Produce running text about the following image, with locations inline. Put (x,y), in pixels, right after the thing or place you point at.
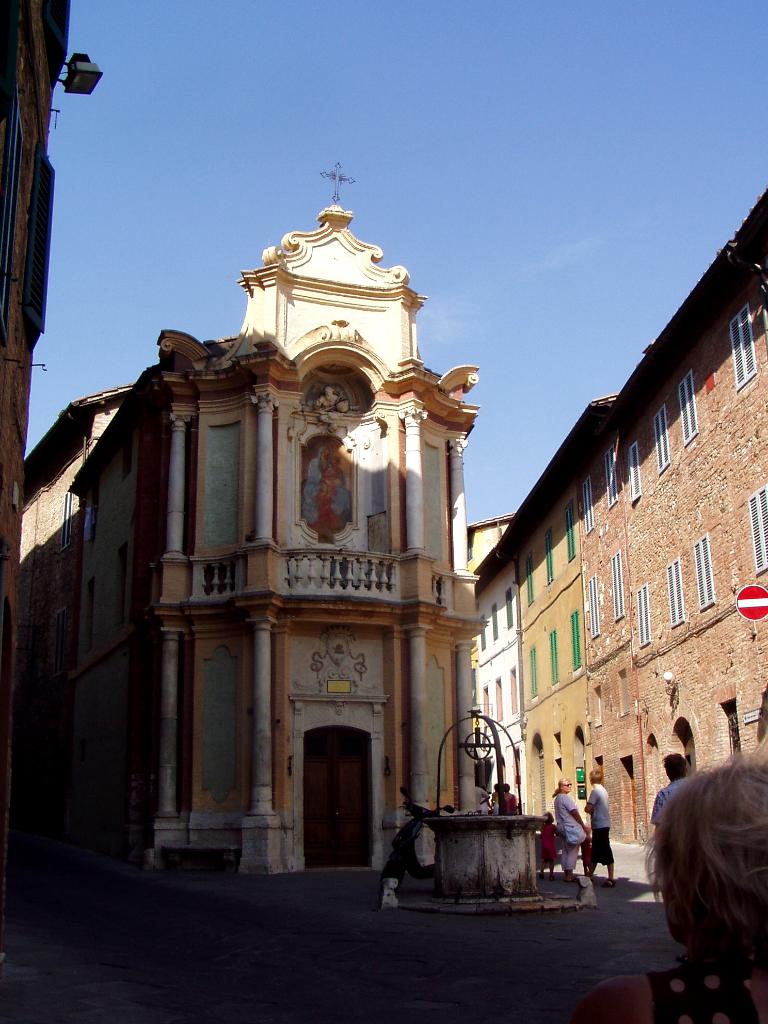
Here we can see buildings (633,801), people (666,824), motorbike (399,858) and well (507,883). To these buildings (515,596) there are windows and doors (318,788). Sky (444,246) is in blue color. This is a signboard (748,596).
